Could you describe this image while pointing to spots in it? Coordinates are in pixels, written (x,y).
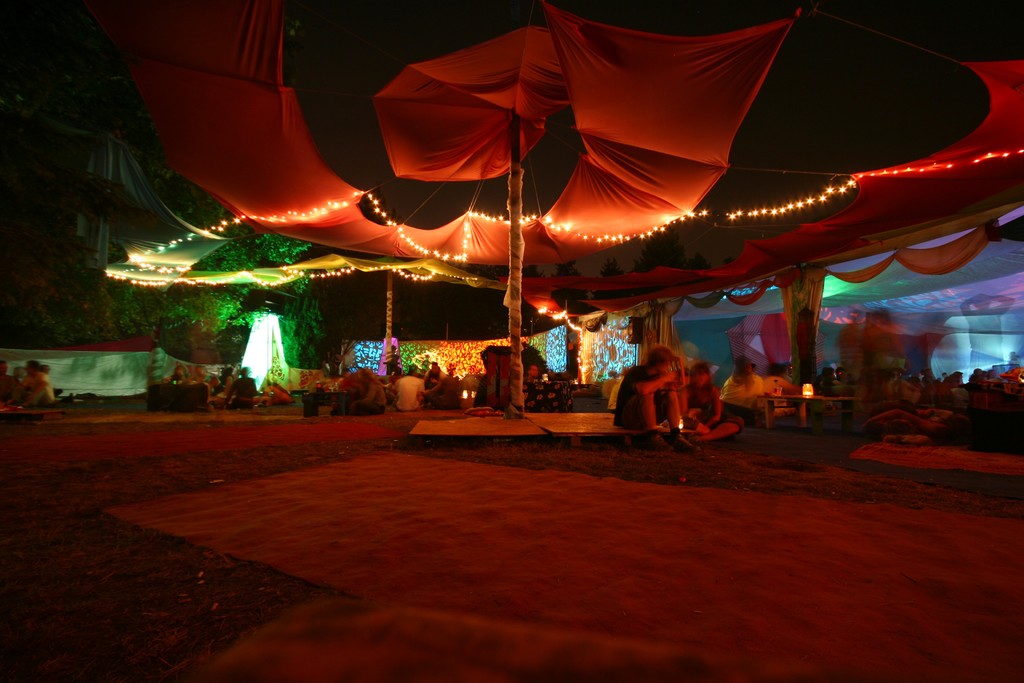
In this image we can see there are some people (451,401) sitting on the ground (376,443) and on the left (3,203) there are some trees (59,56).
